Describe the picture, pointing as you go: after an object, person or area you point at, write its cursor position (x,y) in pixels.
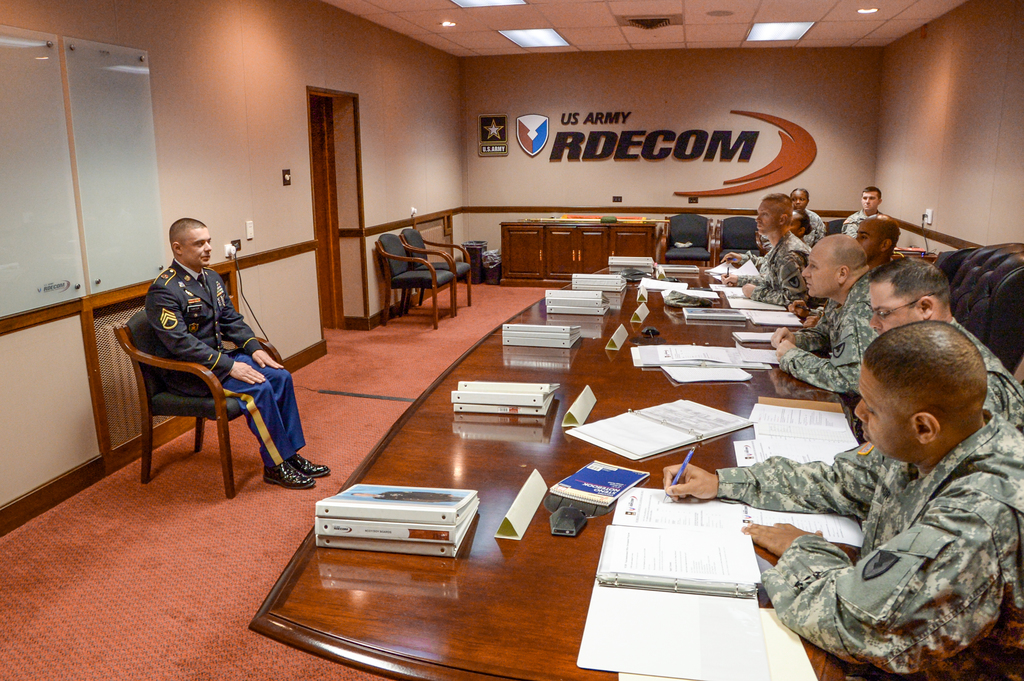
An indoor picture. Persons (814,605) are sitting on chair (162,362). On this table (412,448) there are files (404,520), book (621,487) and papers (715,358). A shield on wall (626,85). Far there is a cupboard (595,233). Front this person (761,532) is holding a pen (679,476) and writing on paper (654,517).
